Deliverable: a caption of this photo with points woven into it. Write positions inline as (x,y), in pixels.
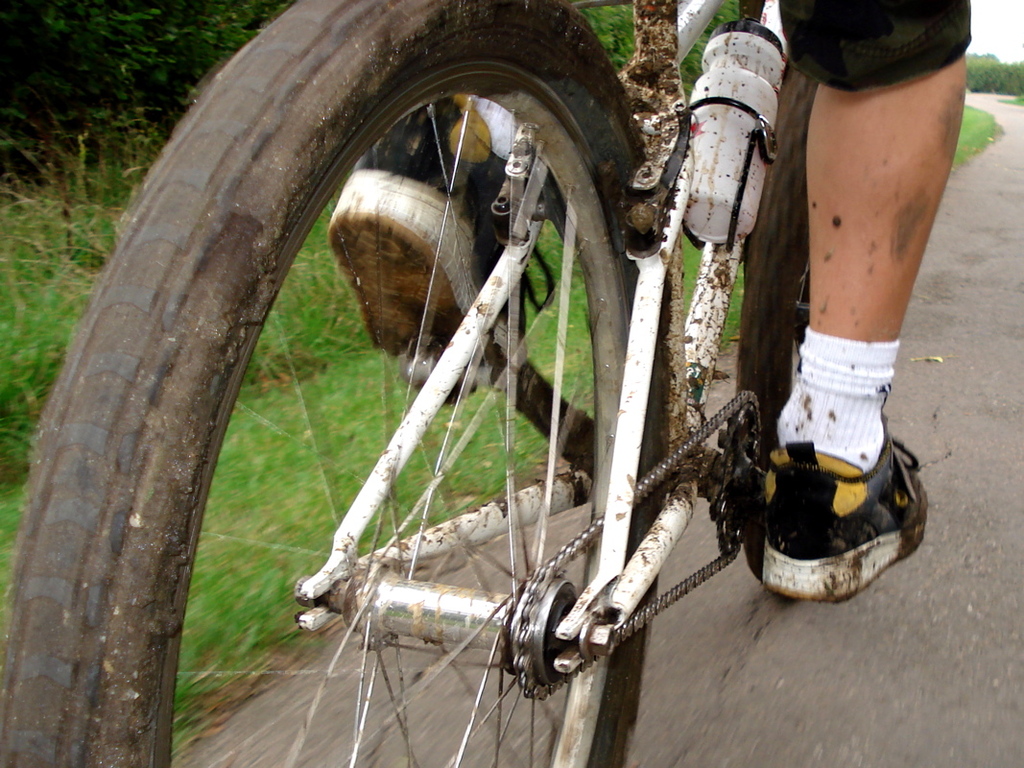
In this picture we can see a person (867,335) riding a bicycle (509,207) on the road (978,229), bottle (735,38), grass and in the background (137,91) we can see trees (123,76).
